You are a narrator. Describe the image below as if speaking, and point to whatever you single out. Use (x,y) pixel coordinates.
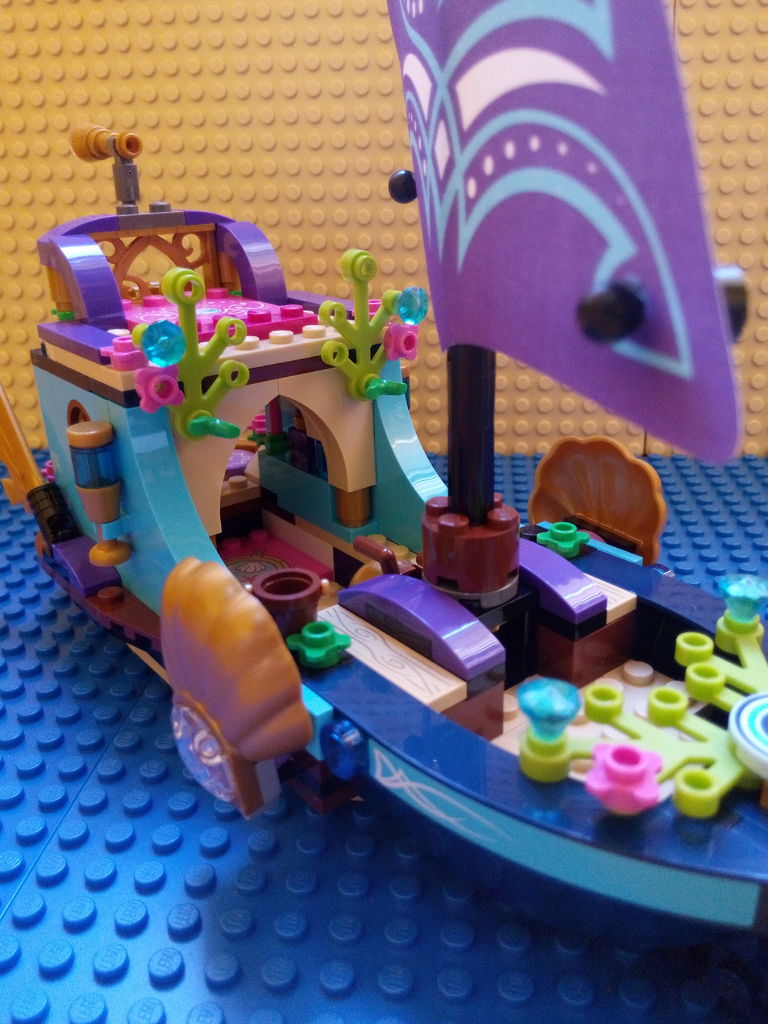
In the center of the image (343,633) a boat toy (328,679) is present.
